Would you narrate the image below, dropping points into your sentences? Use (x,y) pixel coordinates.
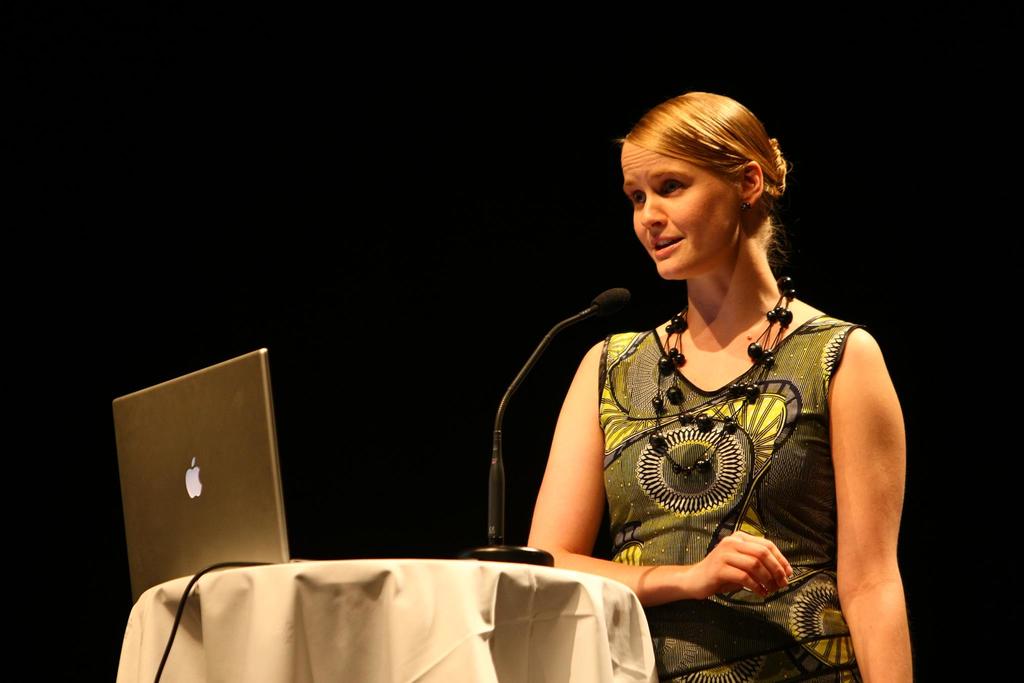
In the picture we can see a woman (702,495) wearing multi color dress (692,517) standing in front of her there is table (296,633) on which there is laptop (207,465), microphone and in the background (364,24) there is dark view.
